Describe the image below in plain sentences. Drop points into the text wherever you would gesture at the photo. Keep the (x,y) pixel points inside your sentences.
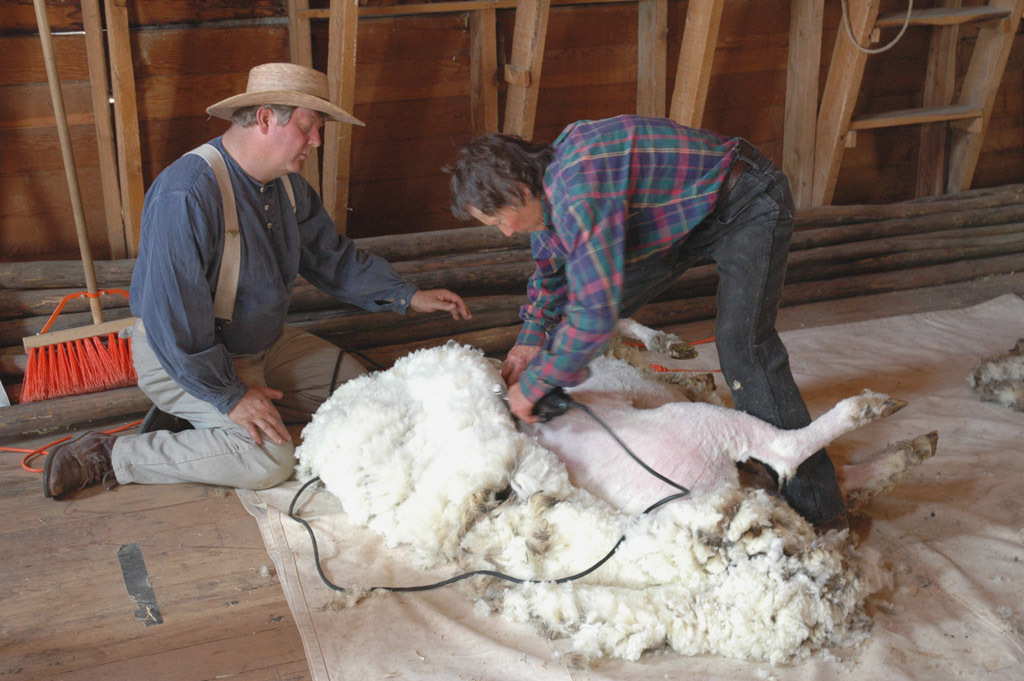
In the image we can see there are people (207,237) sitting on the ground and a man (477,218) is removing a wool (568,598) from the sheep (645,424). The sheep (629,474) is lying on the cloth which is spread on the ground (341,661). Behind the man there is a long broomstick (61,375).
